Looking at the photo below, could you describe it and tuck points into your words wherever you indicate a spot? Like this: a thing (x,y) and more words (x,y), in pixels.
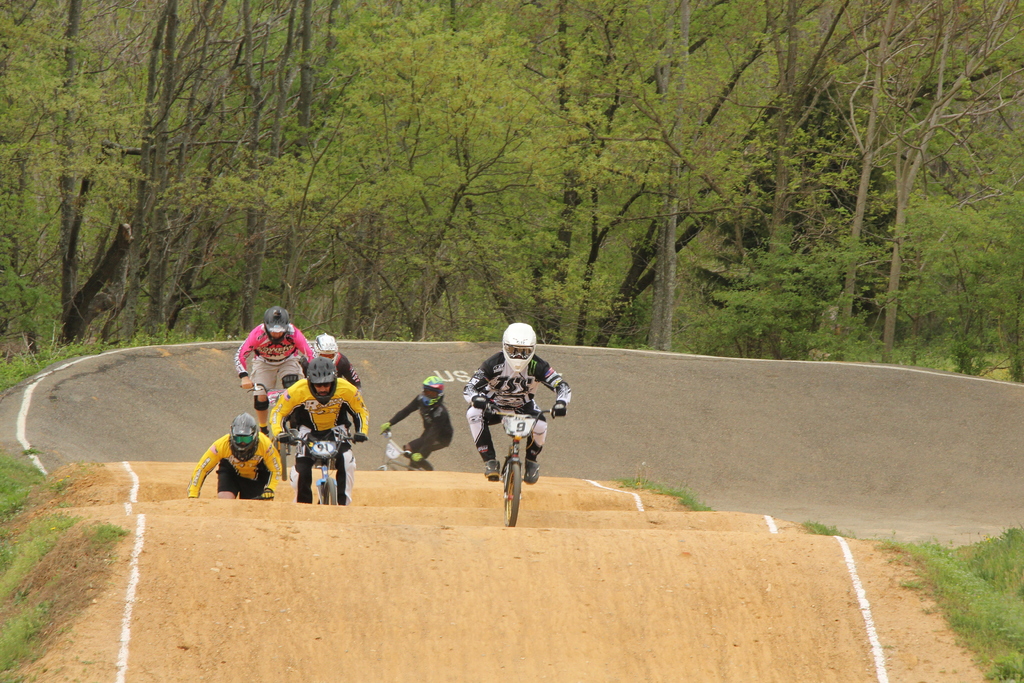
In this picture I can observe some people (231,472) on the bicycles (511,466). They are wearing helmets (252,427). They are racing with bicycles (302,441). In the background (238,264) there are trees (410,215).
